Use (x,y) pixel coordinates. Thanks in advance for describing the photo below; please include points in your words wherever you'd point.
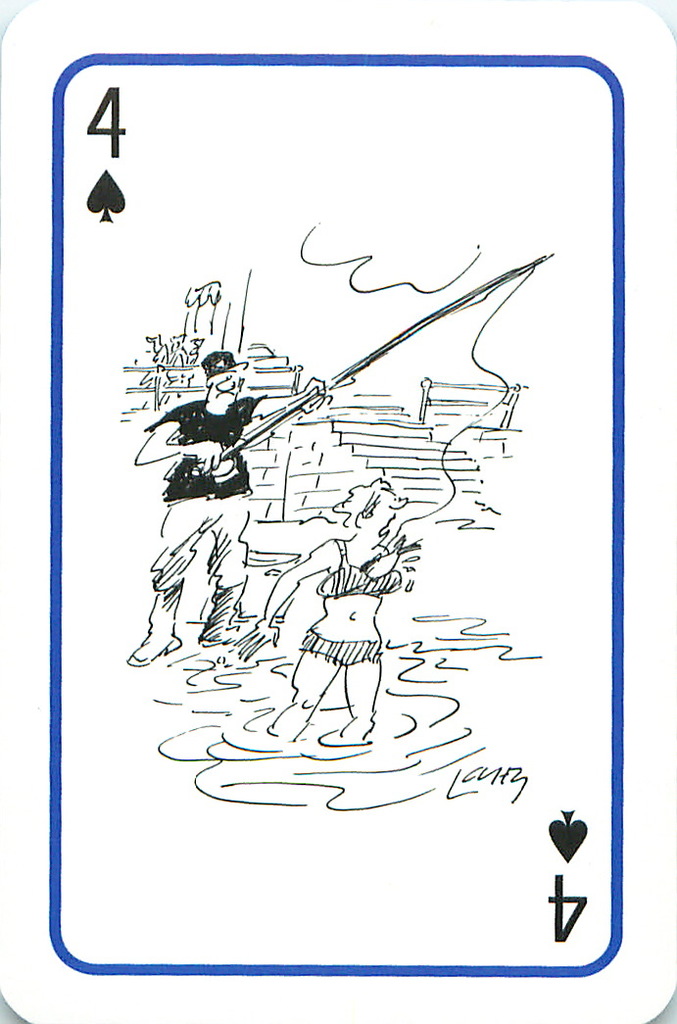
Here we can see the structure of a playing card (272,403) and on it we can see the drawing (331,537) of a person (243,430) holding a fish rod (246,438) and a woman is partially in the water (254,725) and in the background (250,383) there are objects (250,383).
